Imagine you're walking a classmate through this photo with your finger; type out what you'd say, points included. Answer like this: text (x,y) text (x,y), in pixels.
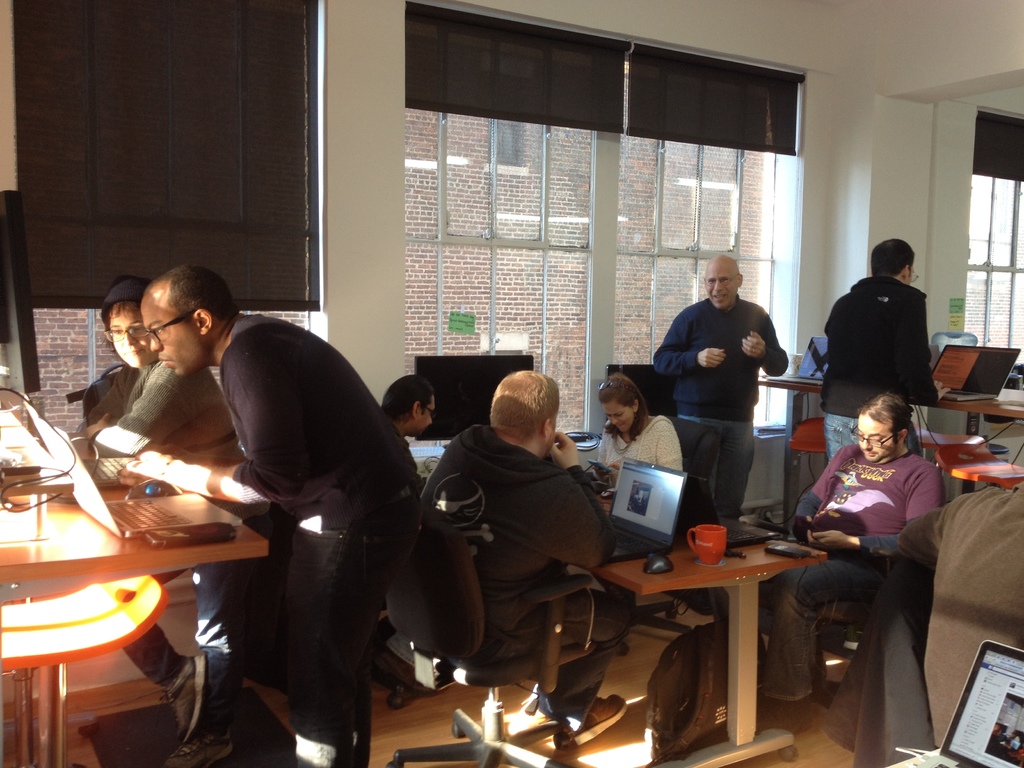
This picture shows about group of people (343,463) some people (465,494) are seated on the chair (826,616) and some are standing, some people (474,460) are working on their laptops (616,512), we can see cups (719,549) and some electronic accessories (778,552) on the table (736,563), in the background (532,192) we can see a building (528,220).
